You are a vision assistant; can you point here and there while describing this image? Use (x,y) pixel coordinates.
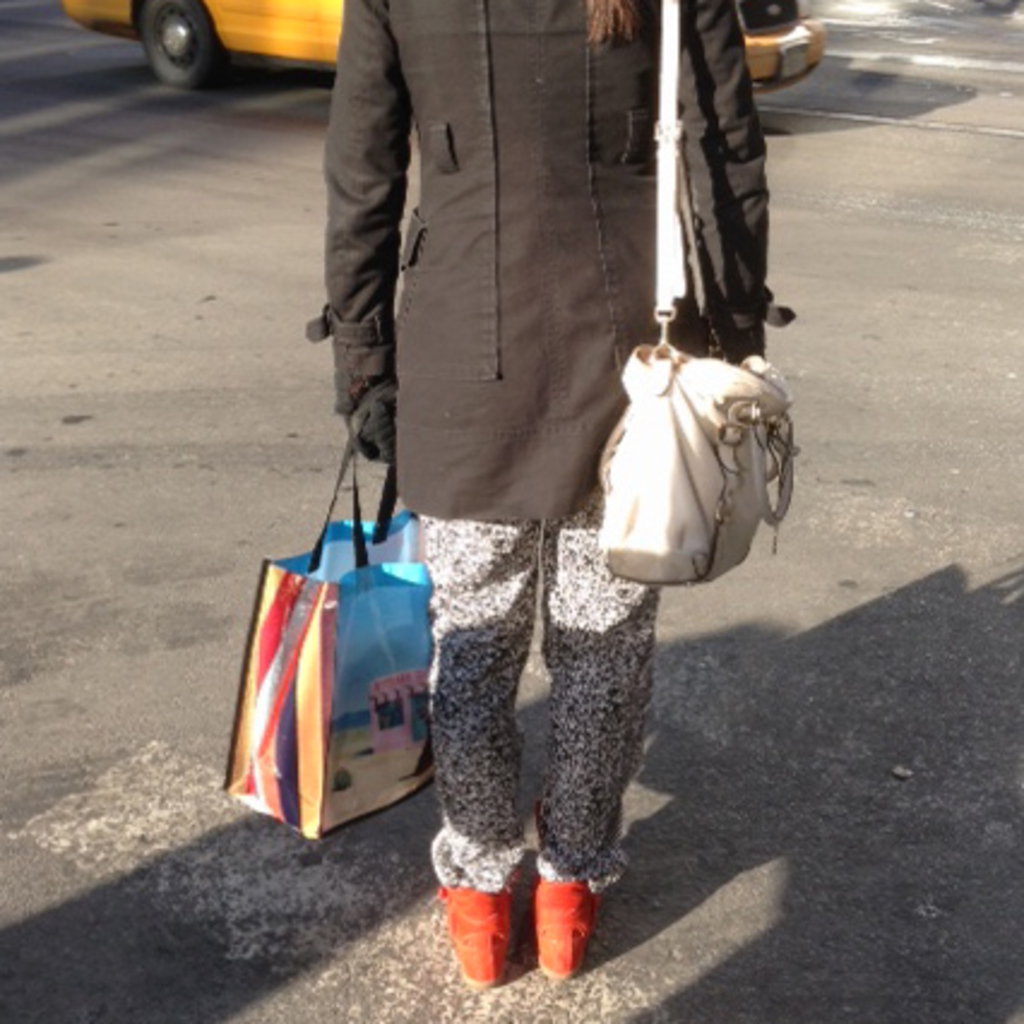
The image is taken on the road (164,690). In the center of the image (372,440) there is a lady (370,143) standing. She is holding a bag (286,690) in her hand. She is wearing a handbag (622,450). In the background (318,59) there is a vehicle (248,58).
